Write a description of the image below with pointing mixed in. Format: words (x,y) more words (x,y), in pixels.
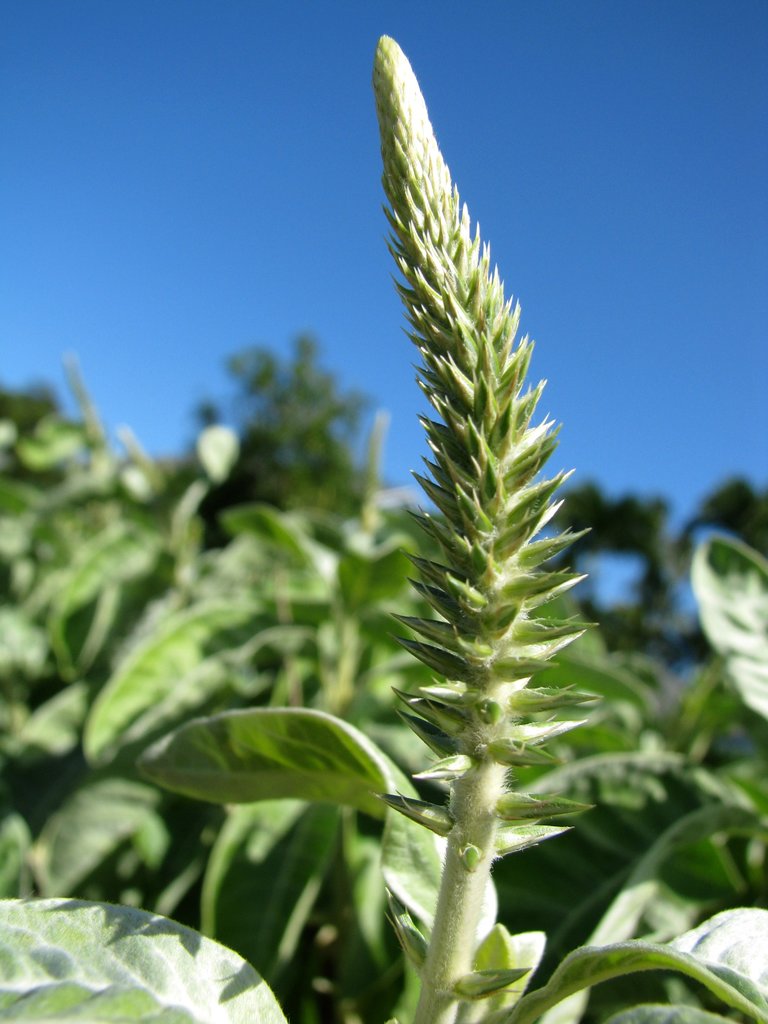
In this picture we can observe plants (300,735) on the ground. They are in green color. There is a sky (397,407) in the background (284,279).
